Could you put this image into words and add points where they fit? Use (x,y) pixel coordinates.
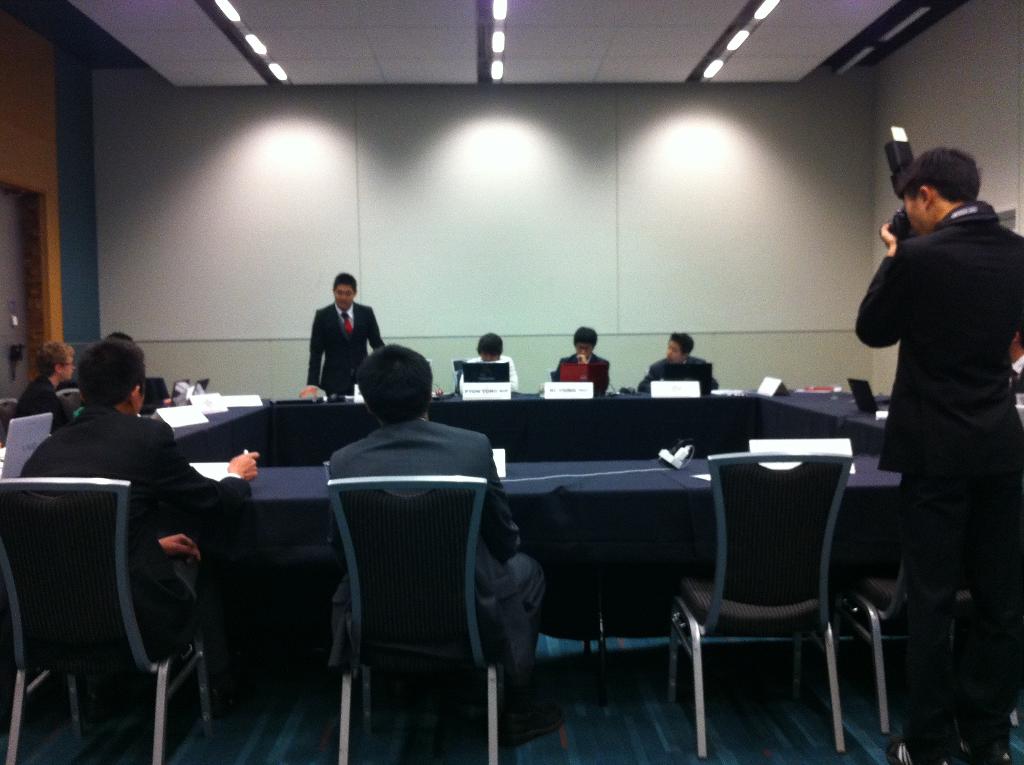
In this picture we can see a group of people (94,449) some are sitting on chairs (823,512) and some are standing and talking and here person (911,326) taking picture with camera (898,231) here on table (200,444) we can see name boards (165,417), laptops (867,390) and in background (528,205) we can see wall (543,183), lights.
